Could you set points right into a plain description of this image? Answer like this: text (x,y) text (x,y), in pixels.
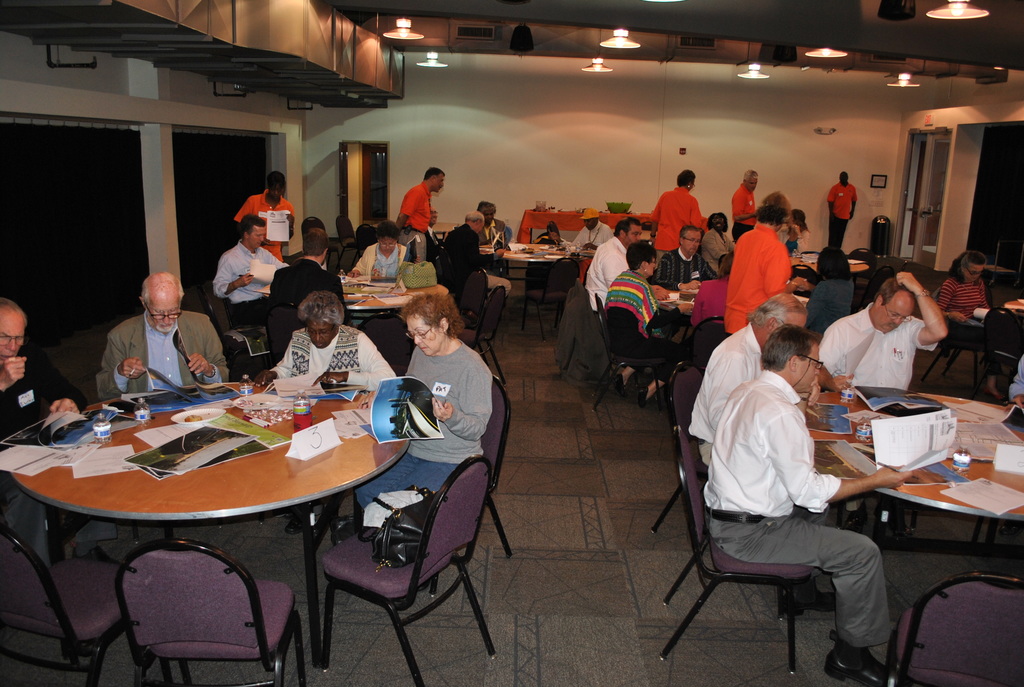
In this image In the middle (357,444) there is a table (340,463) on that there are many papers (221,445), books (51,424), bottle (102,419), plate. Around the table (49,482) four people (437,476) are sitting on the chairs (470,514). On the right (807,460) there is a man (796,447) he wears white shirt (773,449), trouser (822,544), belt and shoes (851,654). In the back ground (516,275) there are many people (647,311), tables (363,276), chairs (604,318) and there is wall (608,157), door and light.
